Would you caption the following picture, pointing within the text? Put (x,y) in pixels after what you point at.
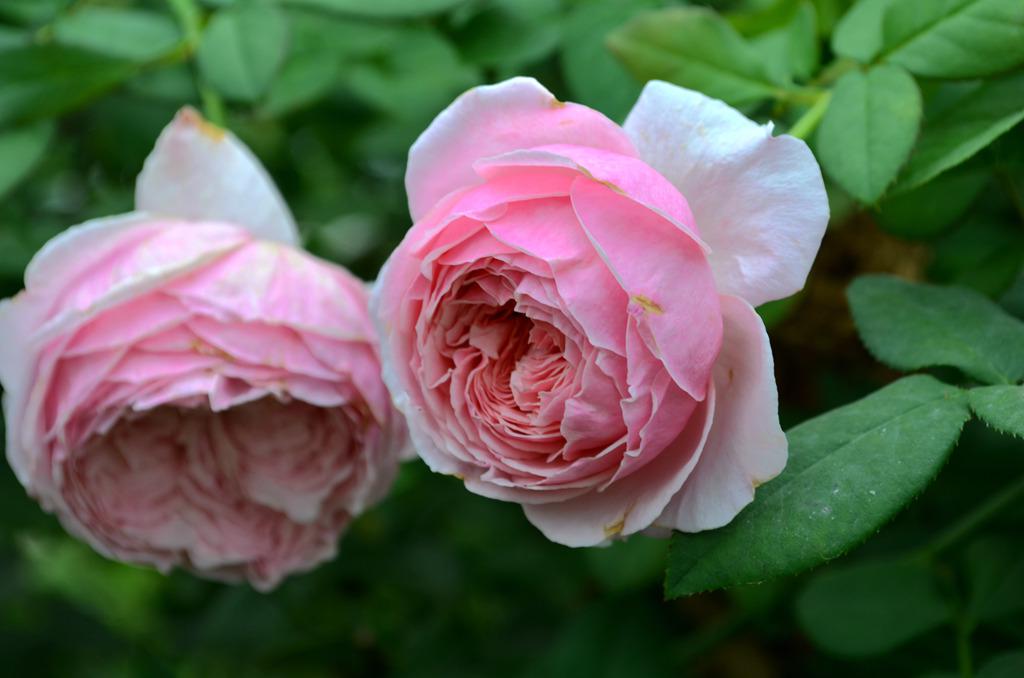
In this image there is a plant (375,126) with two pink color roses (489,255).
